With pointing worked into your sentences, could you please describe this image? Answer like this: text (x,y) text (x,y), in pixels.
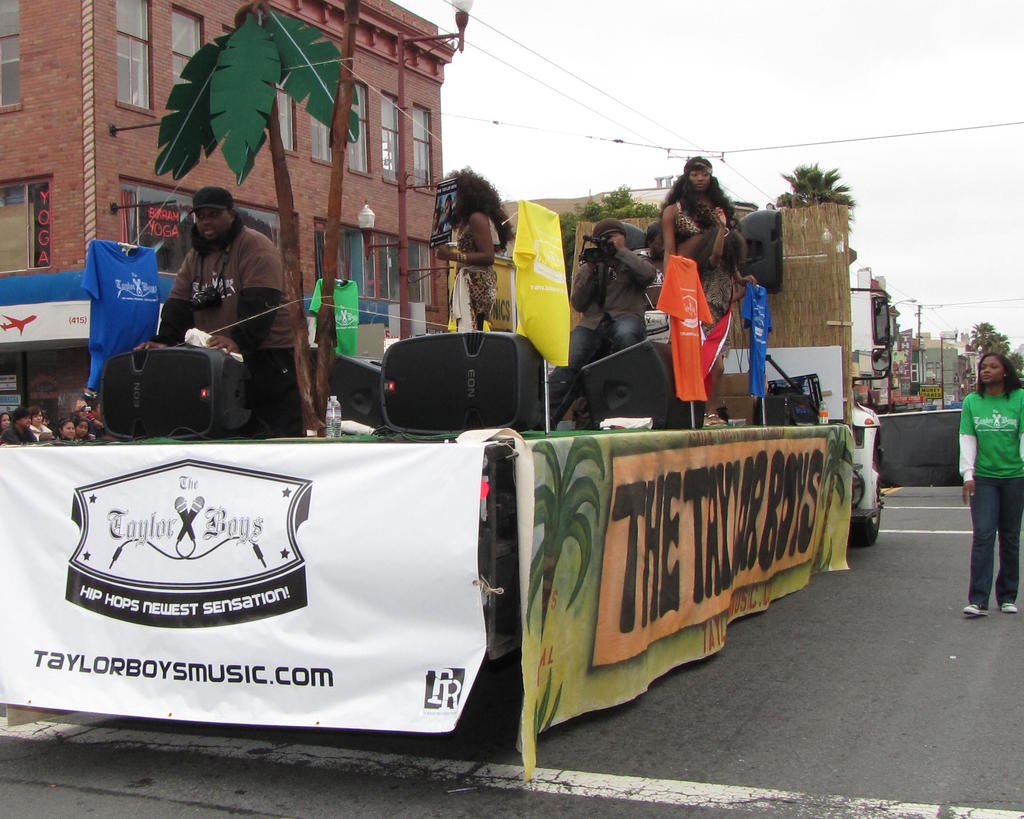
In this picture we can see banners (377,536), speakers (193,376), t-shirts (142,313), bottles (336,428), buildings (228,178), windows (415,119), poles (891,335), wires (521,128), trees (987,338), vehicle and some objects (709,346) and a group of people (698,364) and a woman (983,380) walking on the road (861,639) and in the background (744,172) we can see the sky (677,121).
